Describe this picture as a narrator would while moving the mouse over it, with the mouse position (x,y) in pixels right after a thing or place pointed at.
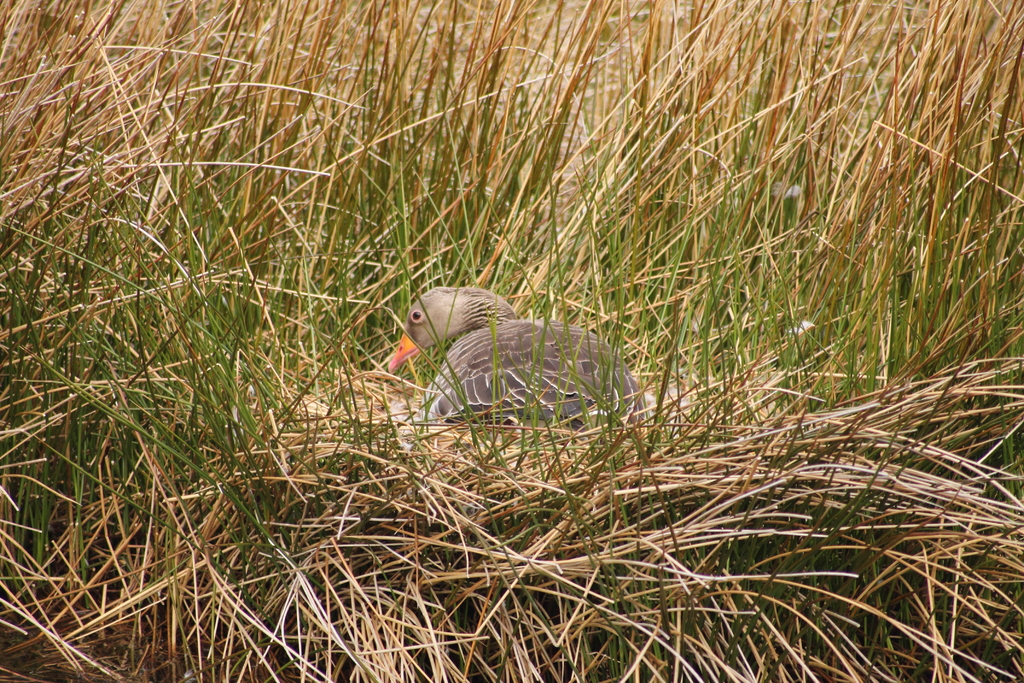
In this image I can see a bird (530,360) resting on the grass (352,471).
